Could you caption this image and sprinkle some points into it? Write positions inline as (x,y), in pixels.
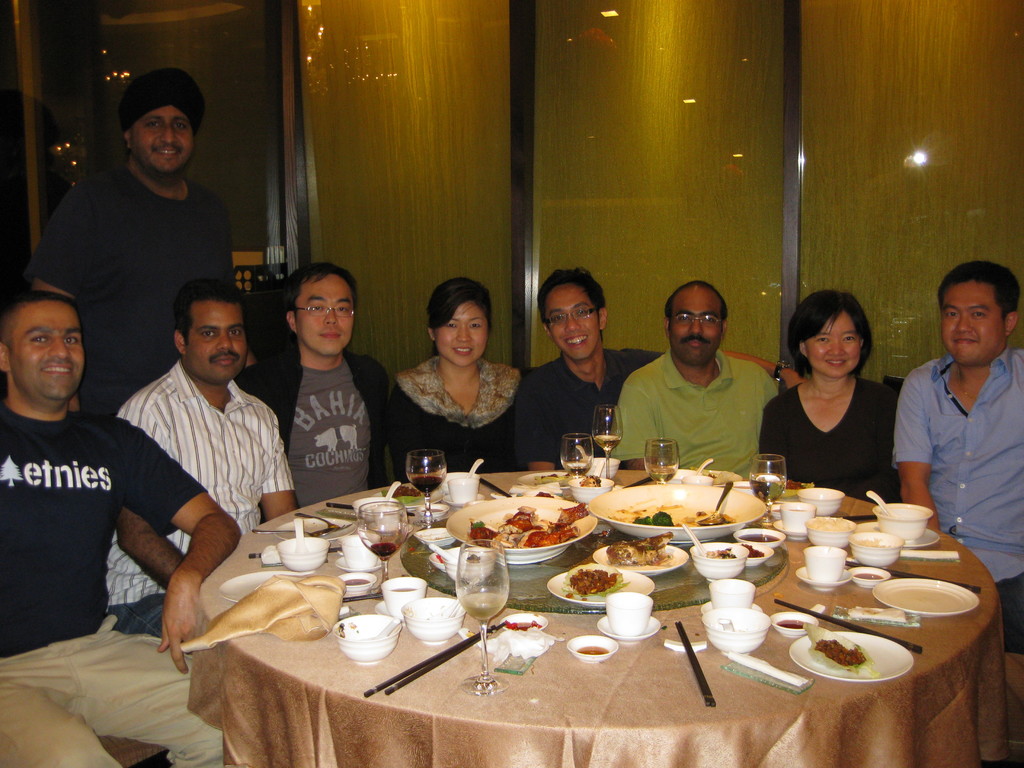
In the foreground of this image (749,603), these are cups (639,625), saucers (628,636), glasses (484,672), chop sticks (474,644), few bowls (436,603), platters (691,498) and bowls (763,546) with food (866,651). Around which there are people (715,394) sitting and a man (156,278) standing behind them. In the background (517,46), there is the glass wall (843,43).
